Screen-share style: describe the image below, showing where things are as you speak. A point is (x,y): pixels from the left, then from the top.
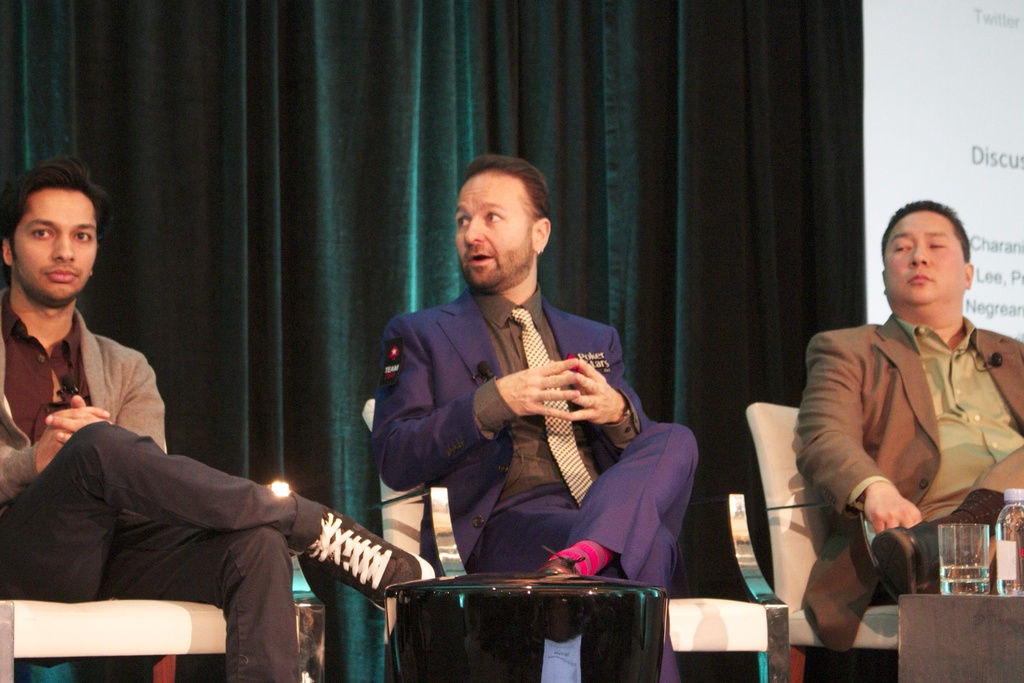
In the picture there are three men (443,396) sitting on the chair (129,607), in front of them there is a table (1018,625), on the table (930,663) there is a glass (970,591) and a bottle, behind them there is a curtain (816,15), there is a screen (935,109) with the text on the wall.
